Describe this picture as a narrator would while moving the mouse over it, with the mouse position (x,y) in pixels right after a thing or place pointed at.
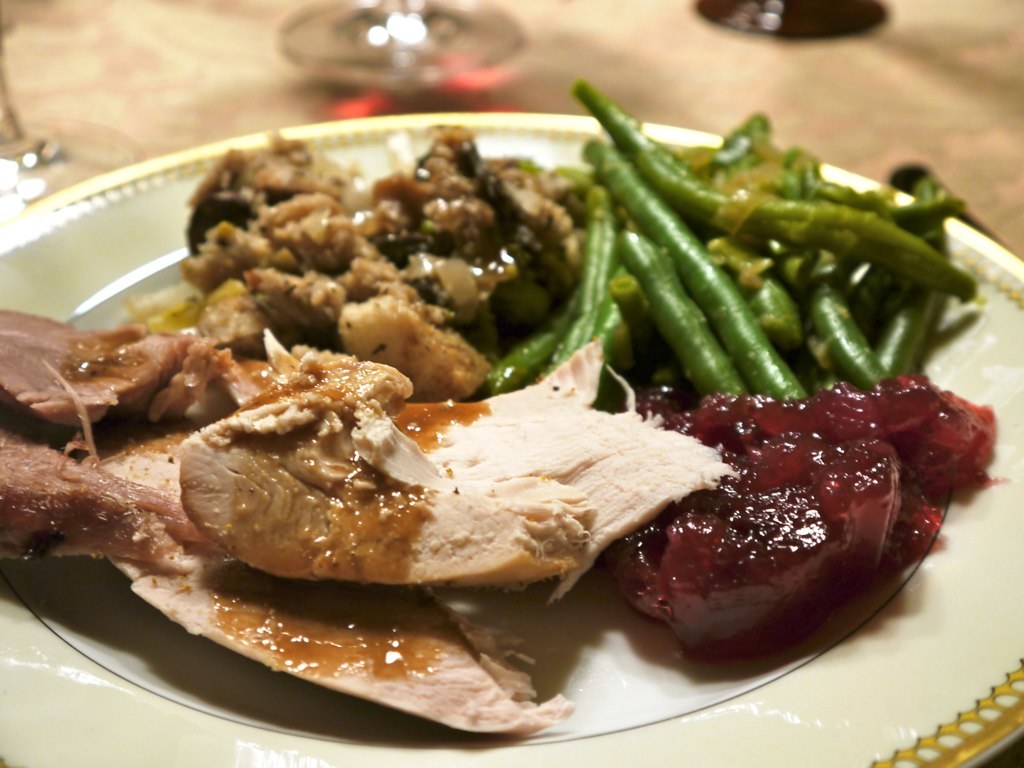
In the image we can see a plate (879,691), white in color. On the plate (828,706) there are food items (386,361), this is a glass (353,36) and the background (876,58) is blurred.
